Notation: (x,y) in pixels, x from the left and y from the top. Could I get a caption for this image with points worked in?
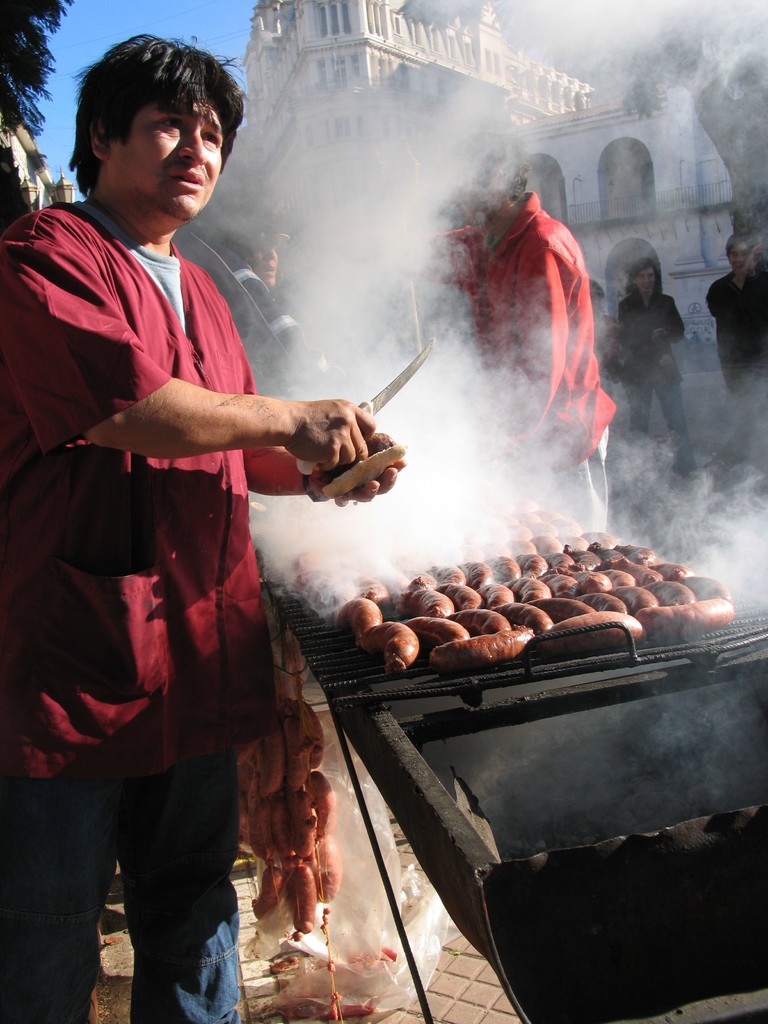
This picture describes about group of people (211,392), on the left side of the image (174,414) we can see a man (167,438), he is holding a knife (418,357) and a sausage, in front of him we can see food (459,596) on the barbecue (691,663), in the background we can find few buildings (524,66) and trees (20,110).
